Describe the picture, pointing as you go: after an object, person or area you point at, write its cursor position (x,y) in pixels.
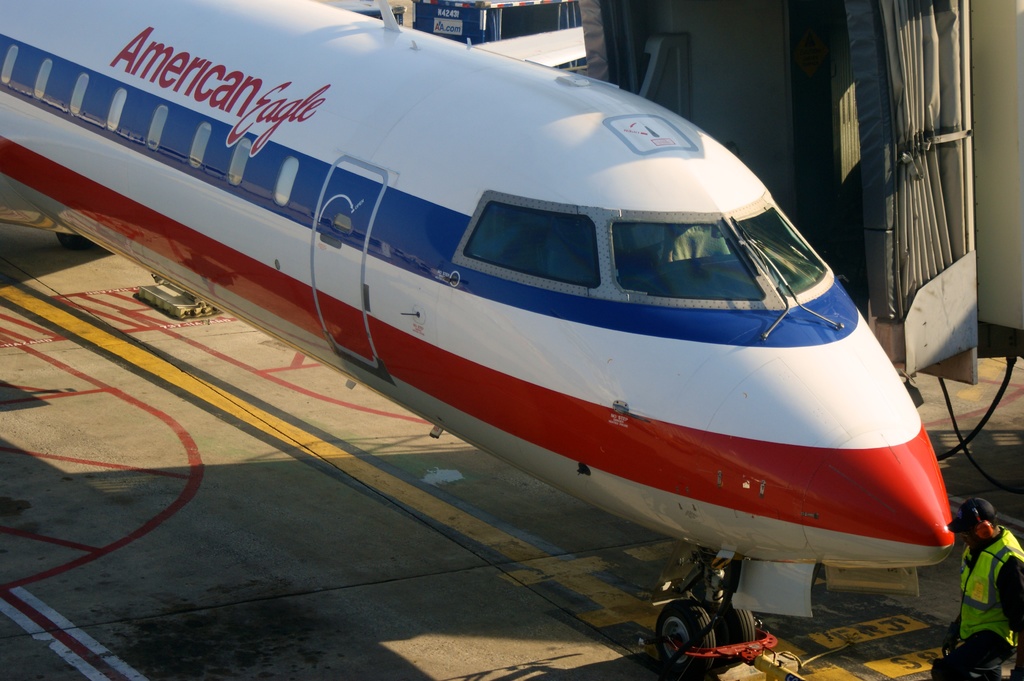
In this image in the center (634,245) there is one airplane (506,238), and at the bottom (984,645) there is one person (987,586) and walkway (611,522). In the background (574,32) there are some machines (820,69) and some objects (881,236) and wires (1006,377).
